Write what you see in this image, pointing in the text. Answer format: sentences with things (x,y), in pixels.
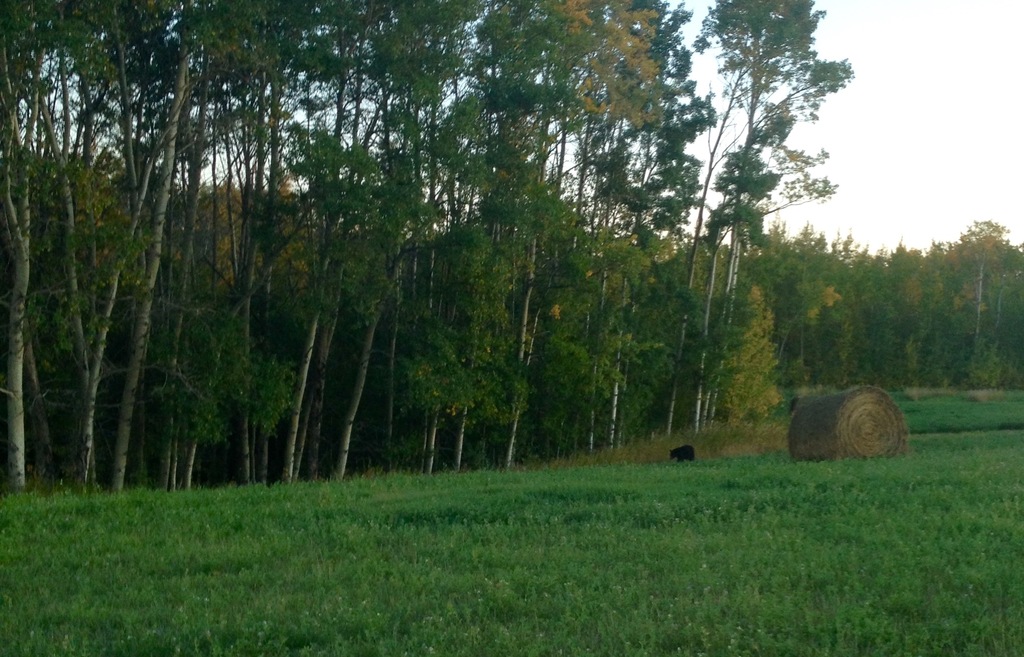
In this image there is grass (880,513) everywhere on the ground (811,484) and in the middle (641,429) there are many trees (674,226) and background (907,77) is the sky (896,101).
